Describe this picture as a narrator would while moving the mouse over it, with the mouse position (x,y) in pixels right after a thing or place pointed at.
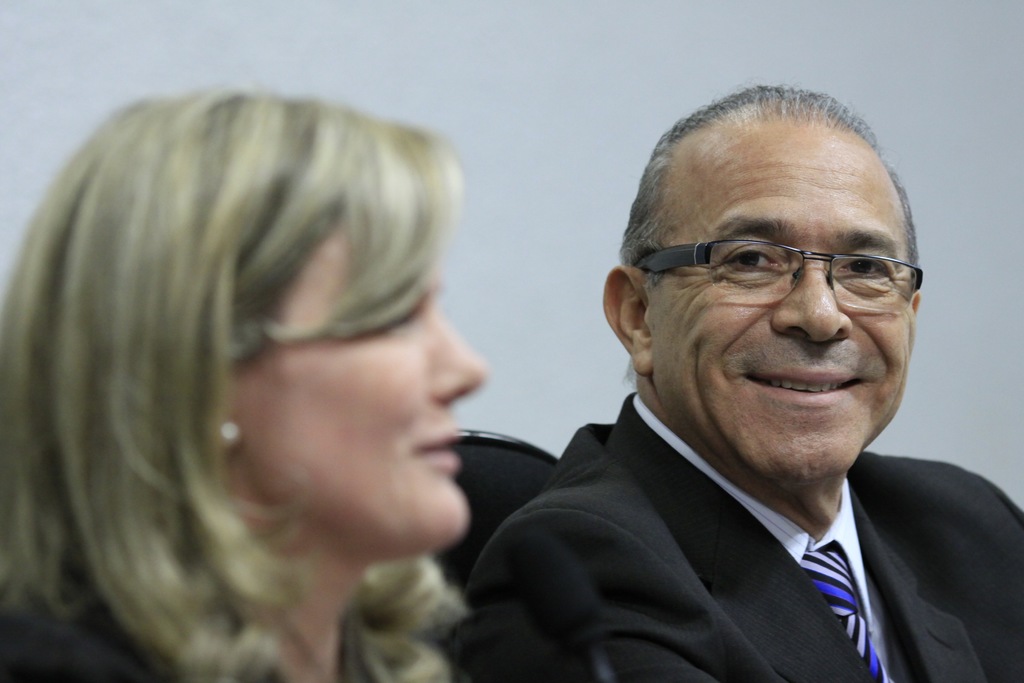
There is a person (753,583) in a suit (792,626) sitting and smiling near a woman (187,625) who is smiling. And the background (994,64) is white in color.
